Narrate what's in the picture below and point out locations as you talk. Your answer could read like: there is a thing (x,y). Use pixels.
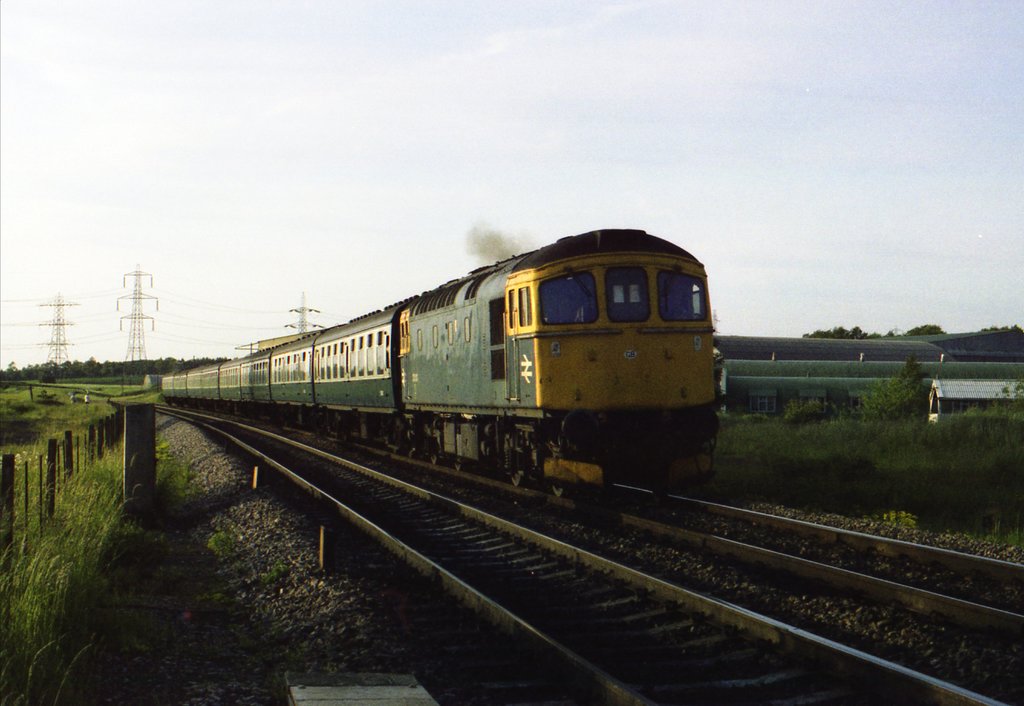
In this image there is a train (432,321) on the railway track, Beside the train (644,447) there is a fence (71,467). At the bottom (227,545) there are stones (362,542). At the top (574,97) there is the sky (599,68). In the background (63,315) there are towers (132,319) with the wires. On the left side (32,412) there are small plants (57,515) and grass (34,429). On the right side (974,396) there is a small house (979,390) in the grass (912,453).
